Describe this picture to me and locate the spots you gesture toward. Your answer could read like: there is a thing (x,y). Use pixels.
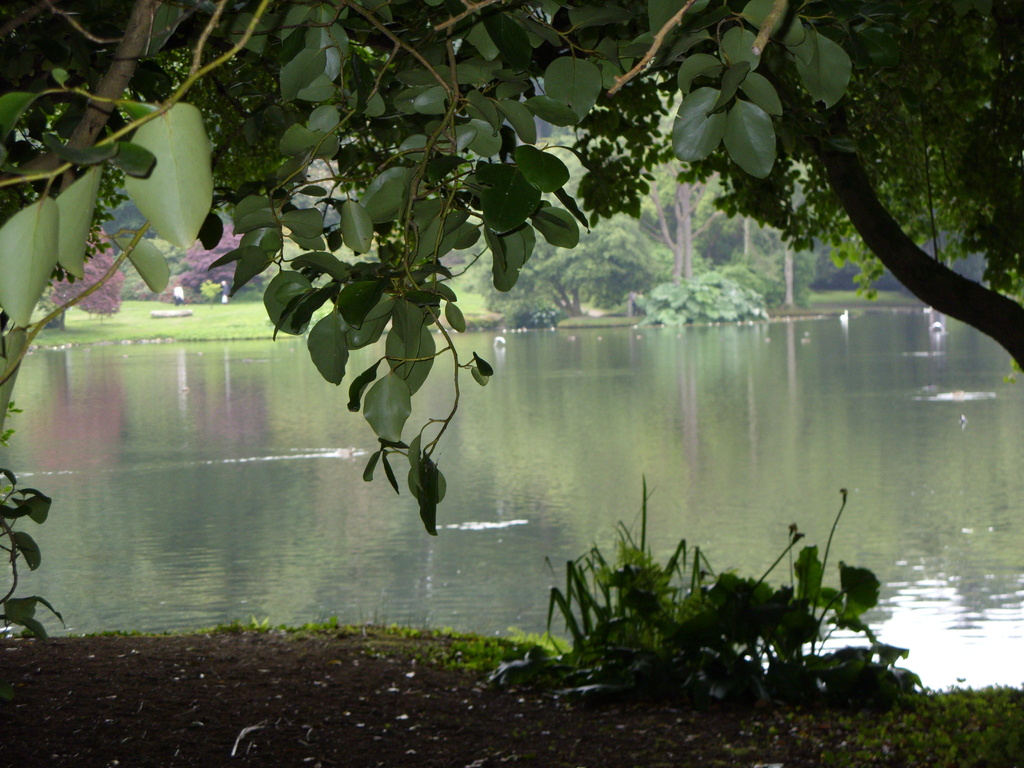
At the bottom of the picture (554,659), we see the grass (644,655) and soil (395,704). In the middle of the picture (673,416), we see water (502,559) and this water (551,418) might be in the pond (820,420). We even see the ducks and birds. There are trees (663,270) in the background (578,265). At the top (467,189), we see the trees (581,189).
